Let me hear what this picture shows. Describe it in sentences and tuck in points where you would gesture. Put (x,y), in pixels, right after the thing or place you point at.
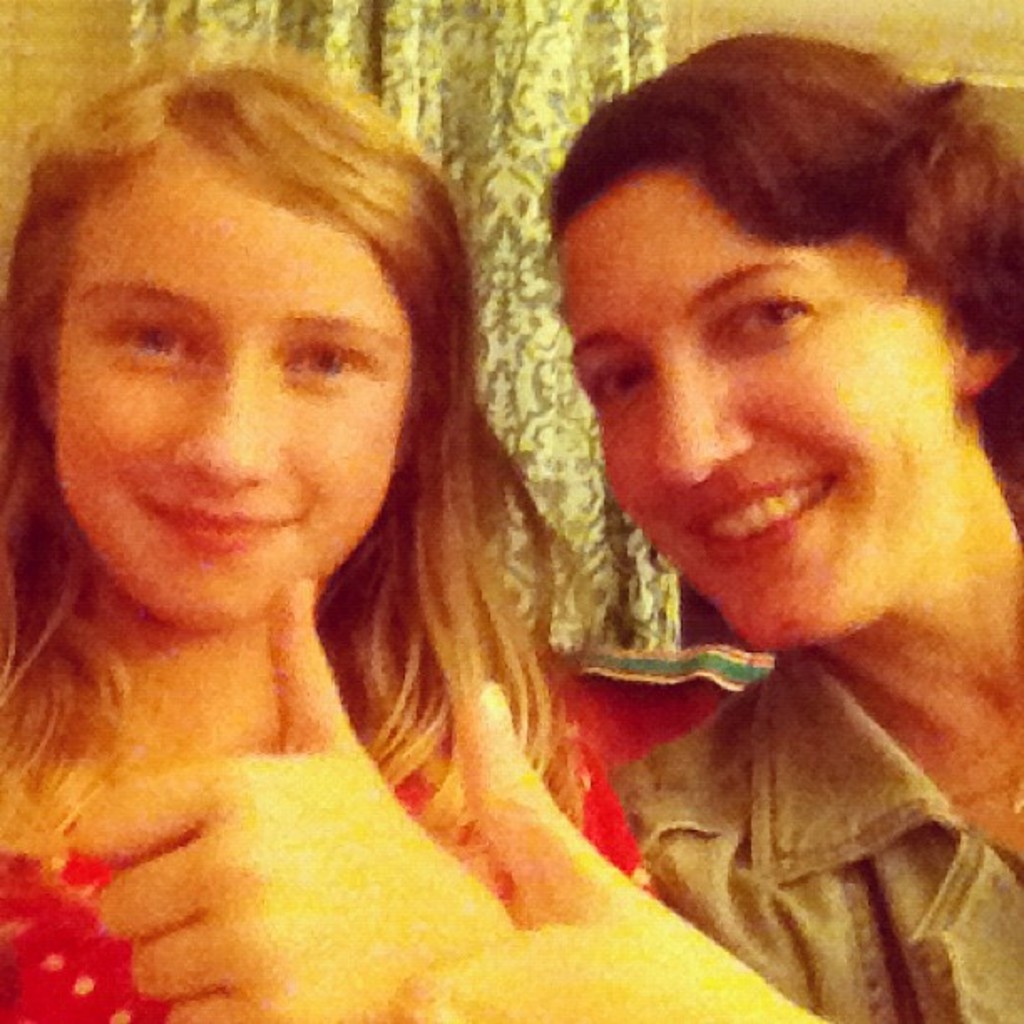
In this image there are two women (747,756). A woman (311,617) is wearing a red dress (86,947). They are raising their thumbs (293,745) up. Behind them there is a curtain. They are smiling.
